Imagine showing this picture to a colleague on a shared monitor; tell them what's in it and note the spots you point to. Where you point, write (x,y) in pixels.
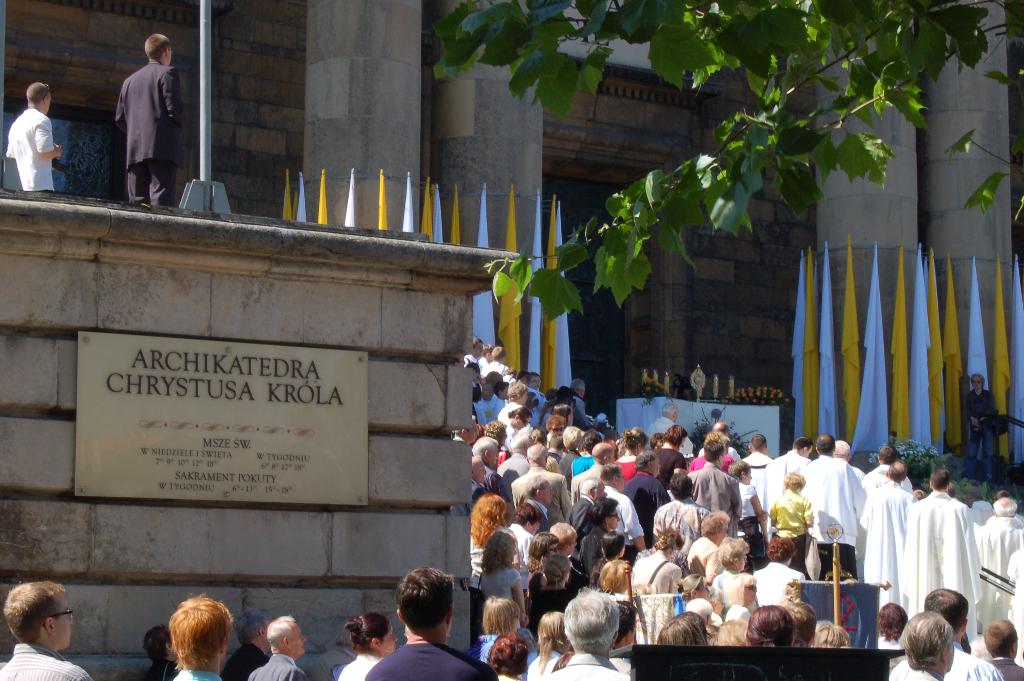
In this picture I can see a group of people (675,578) in the middle (677,434), on the left side (228,402) there is a board (339,376). At the top (548,77) there are green leaves (671,24), on the right side (821,350) I can see few clothes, in the background (356,73) there is a building (450,164), in the top left hand side (137,112) two persons (128,116) are standing.
